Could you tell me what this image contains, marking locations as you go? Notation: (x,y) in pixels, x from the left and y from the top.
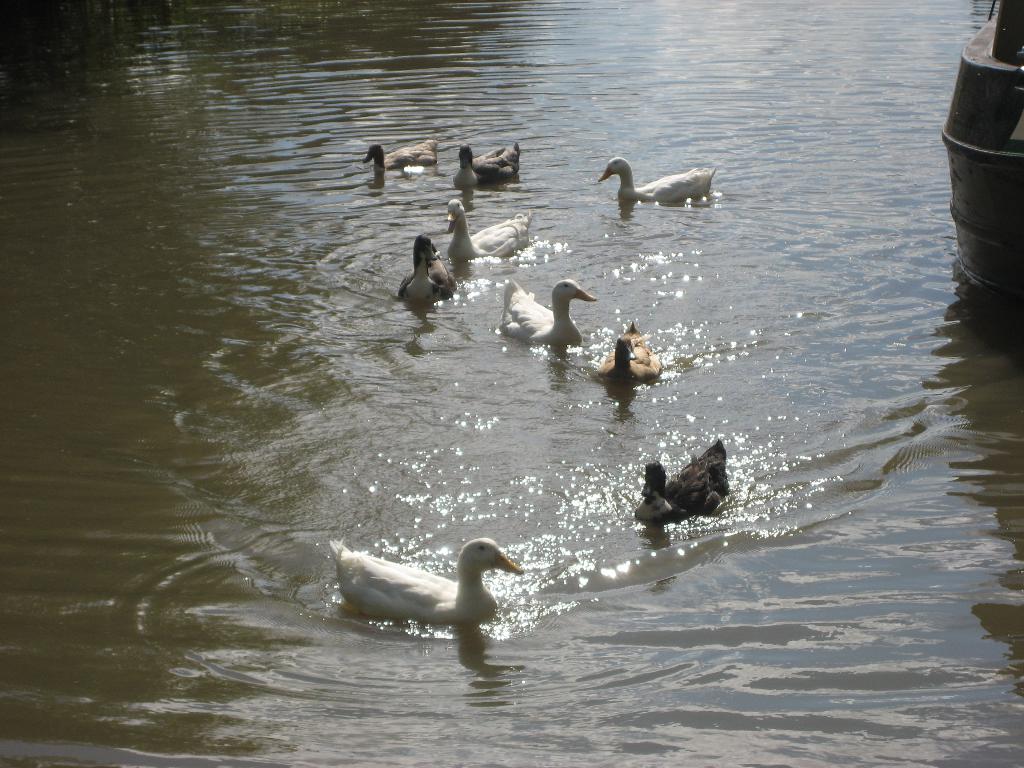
In this image we can see ducks (367,588) in the water (534,501). On the right side (947,139) we can see an object (981,201).
